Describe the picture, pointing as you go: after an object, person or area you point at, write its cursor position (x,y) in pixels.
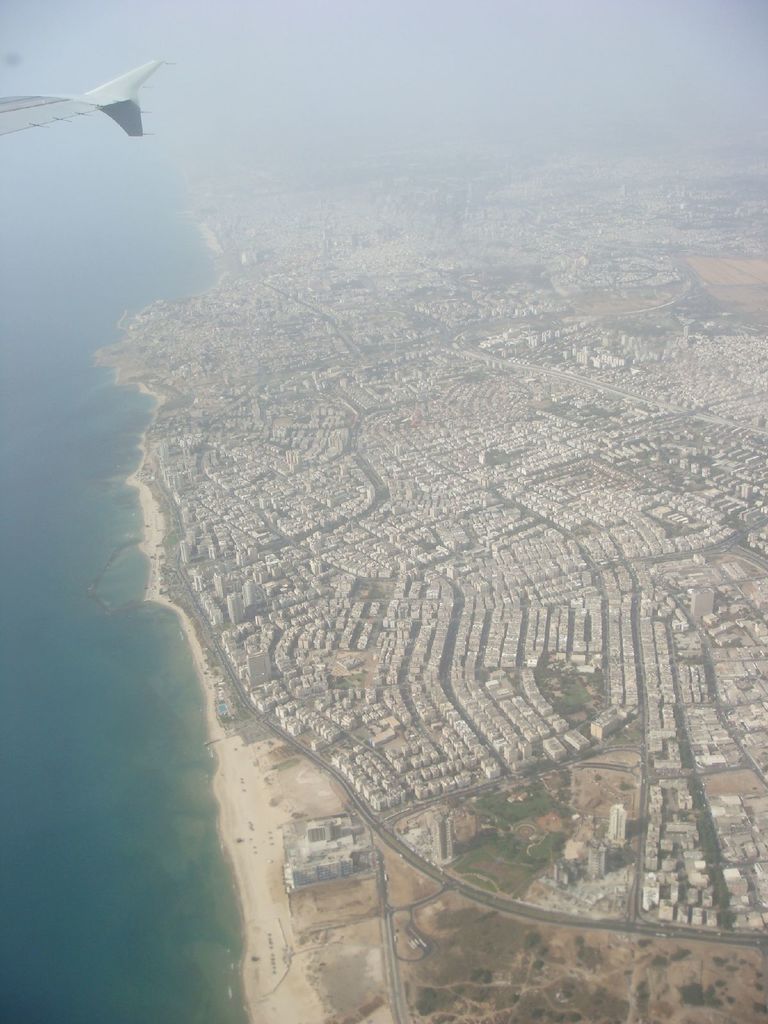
In this image on the left side (29,789) there is water (113,540), on the right side of the image (592,813) there are buildings (436,420), walkway (623,765), trees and sand (263,801) and at the top left hand corner (115,107) there is an airplane (41,116).
